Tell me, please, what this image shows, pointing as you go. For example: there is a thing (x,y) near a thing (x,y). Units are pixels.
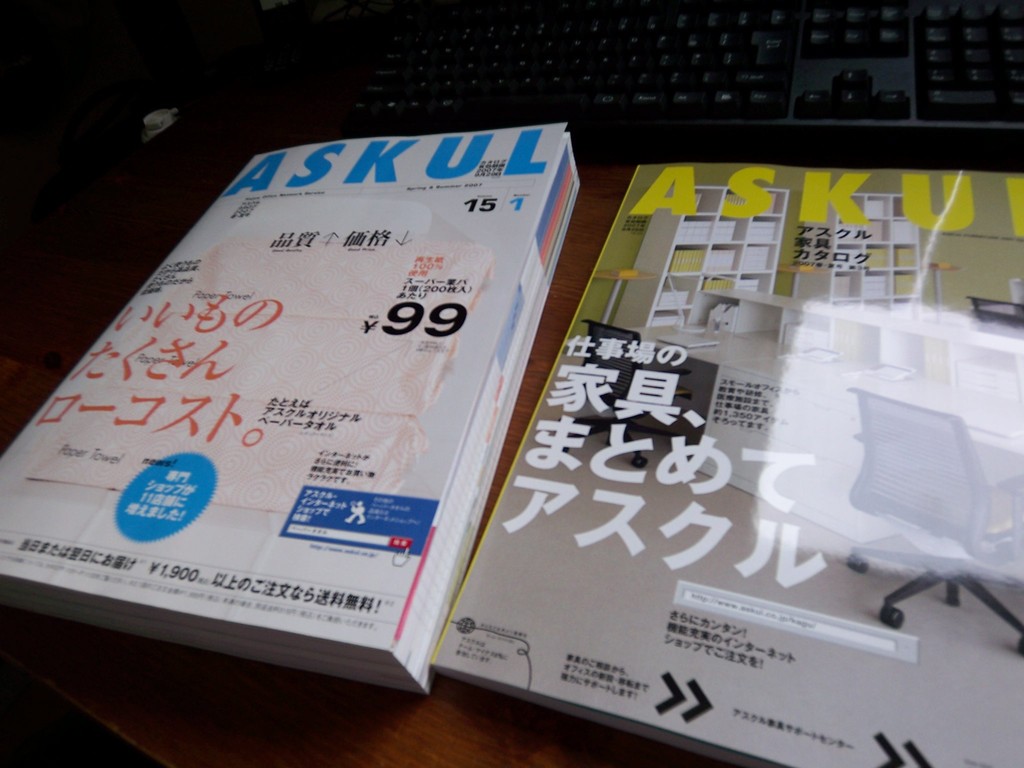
In the image there are two books (564,394) on a table (579,213) and behind the books (760,199) there is a keyboard (566,54).
